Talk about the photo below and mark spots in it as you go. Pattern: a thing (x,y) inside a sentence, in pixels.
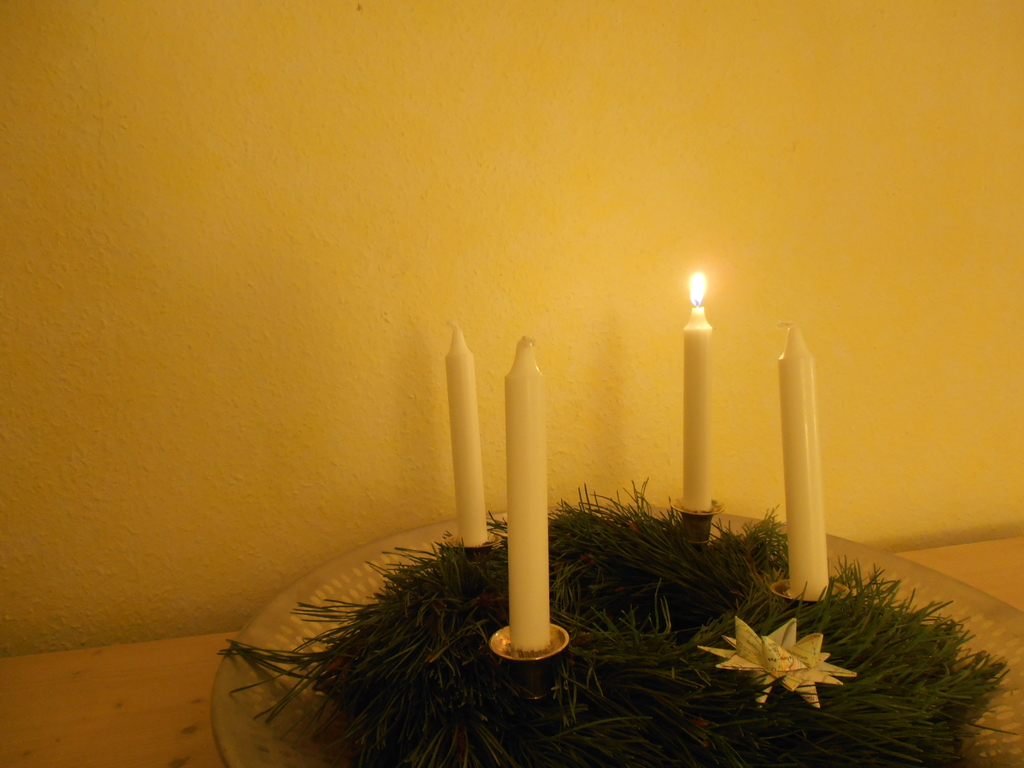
In this image, we can see some white color candles (795,555) and there is a yellow color wall (883,480).
